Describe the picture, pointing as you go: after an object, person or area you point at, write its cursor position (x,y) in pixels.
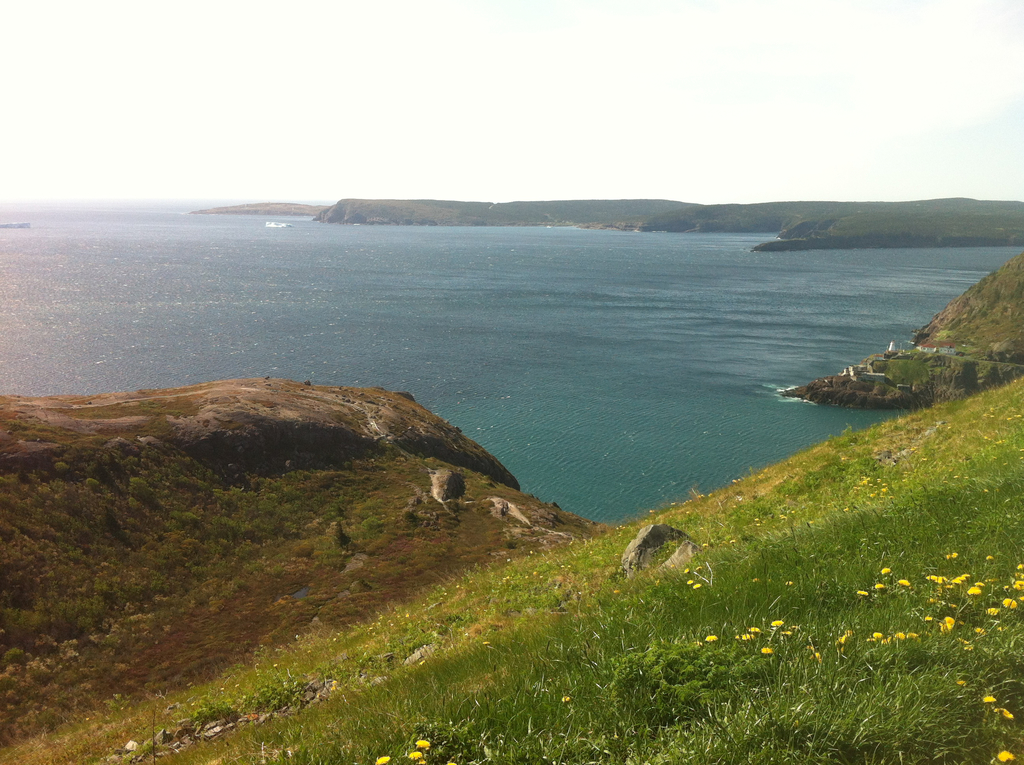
This image is taken outdoors. At the bottom of the image (304,711) there is a ground (534,671) with grass (810,678) and a few flowers (420,745) on it. In the middle of the image (436,289) there is a sea (289,261) with water (489,262). In the background (857,217) there is a ground (806,211) with grass (960,234) on it. On the left (194,485) and right sides of the image there are two hills (281,436) and rocks (923,340).
